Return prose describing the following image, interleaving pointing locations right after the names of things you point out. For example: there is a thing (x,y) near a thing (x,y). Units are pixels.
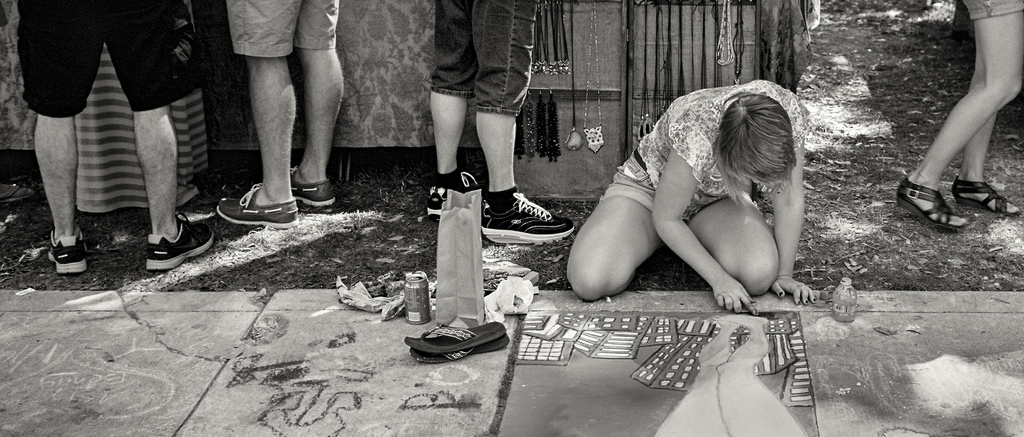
In the image we can see there are people (432,110) standing and the ground (347,237) is covered with grass (332,237). There is a person (733,192) sitting on the ground (690,323) and she is painting on the stone tile (657,367). There are slippers (454,350), juice can (427,306) and cover (477,277) is kept on the ground (277,402).
